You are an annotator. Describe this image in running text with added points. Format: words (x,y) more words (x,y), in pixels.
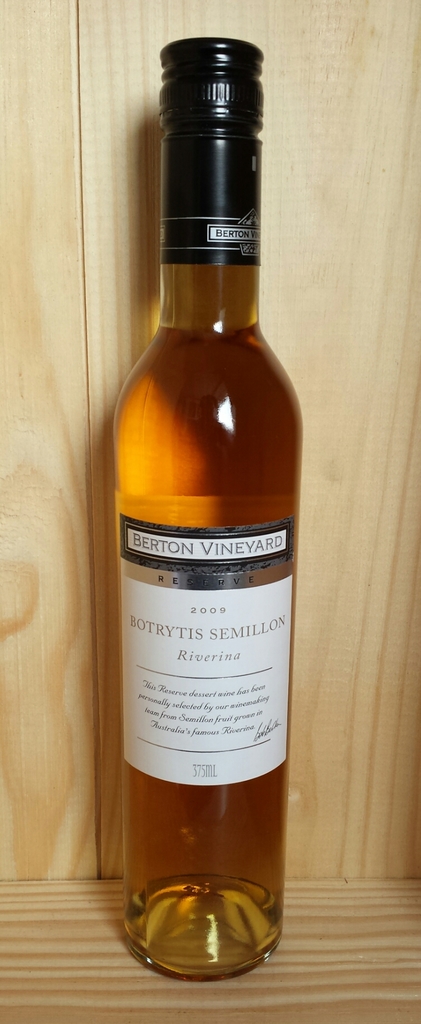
In this image i can see a glass bottle (199,528).
